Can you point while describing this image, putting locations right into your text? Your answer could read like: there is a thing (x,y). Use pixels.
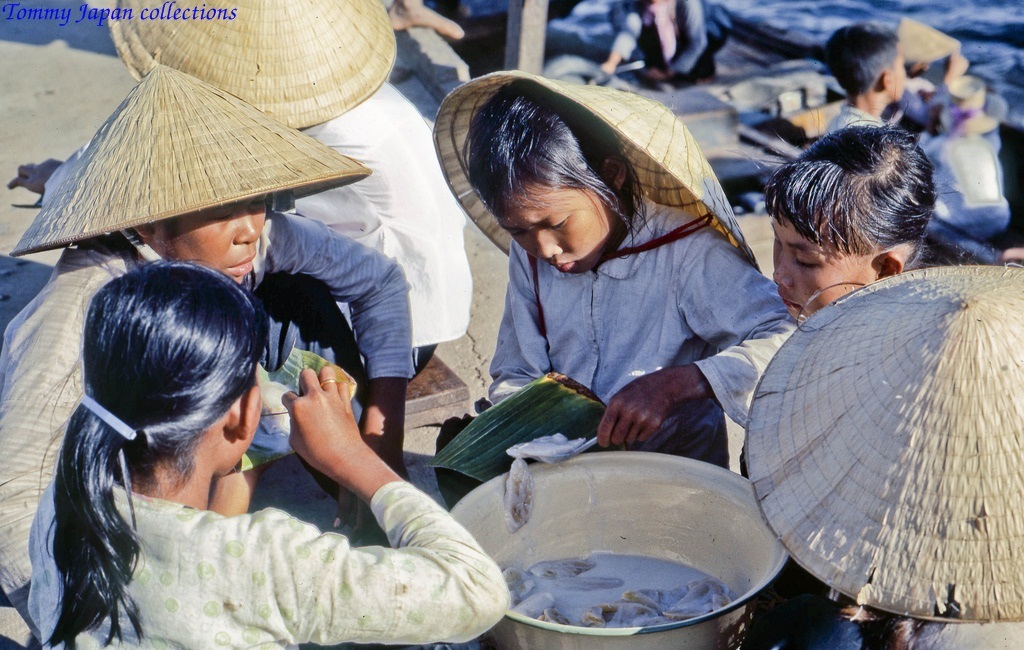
This image is taken outdoors. In the background (655,63) a few people (648,21) are sitting on the ground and a few (884,46) are standing and there are a few things (802,76) on the ground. In the middle of the image (638,218) a few people (785,320) are sitting on the ground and having food (643,603) from the bowl (636,628). They have worn hats (915,366) made of bamboo (246,91).
